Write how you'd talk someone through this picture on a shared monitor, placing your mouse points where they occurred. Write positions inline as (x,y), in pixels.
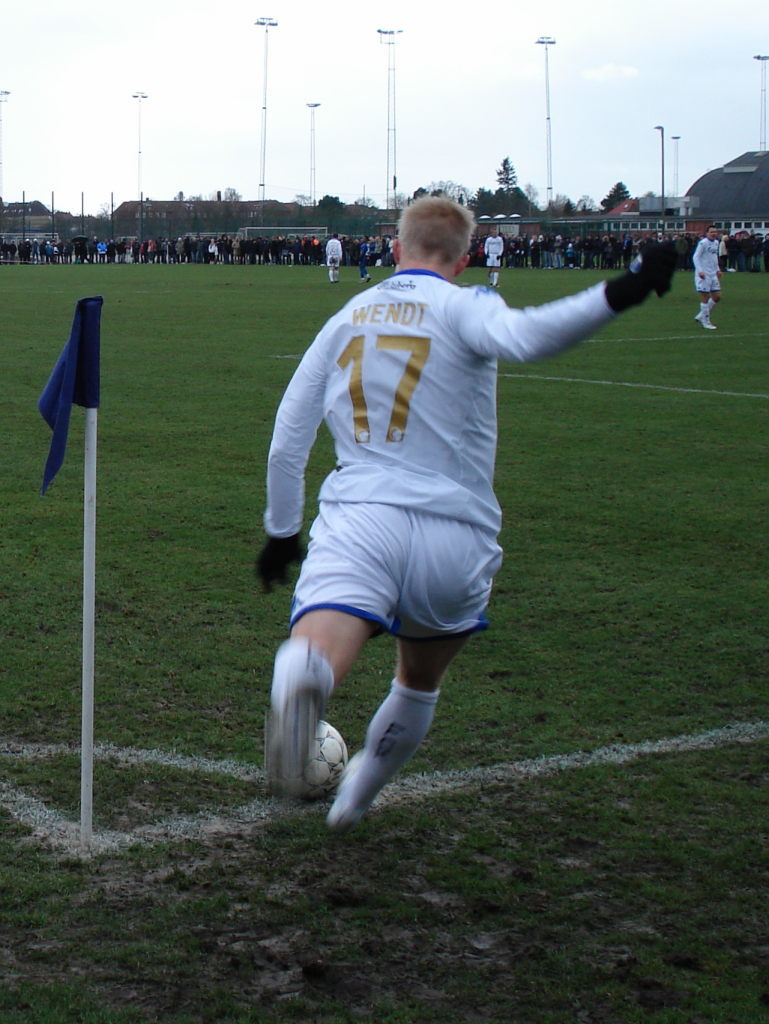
In this picture inside of the ground (43,357). There is a group of people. They are standing. In the center (470,357) person (399,469) kicked the ball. We can see in background (543,549) poles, sky (486,167) and ground (144,383).
